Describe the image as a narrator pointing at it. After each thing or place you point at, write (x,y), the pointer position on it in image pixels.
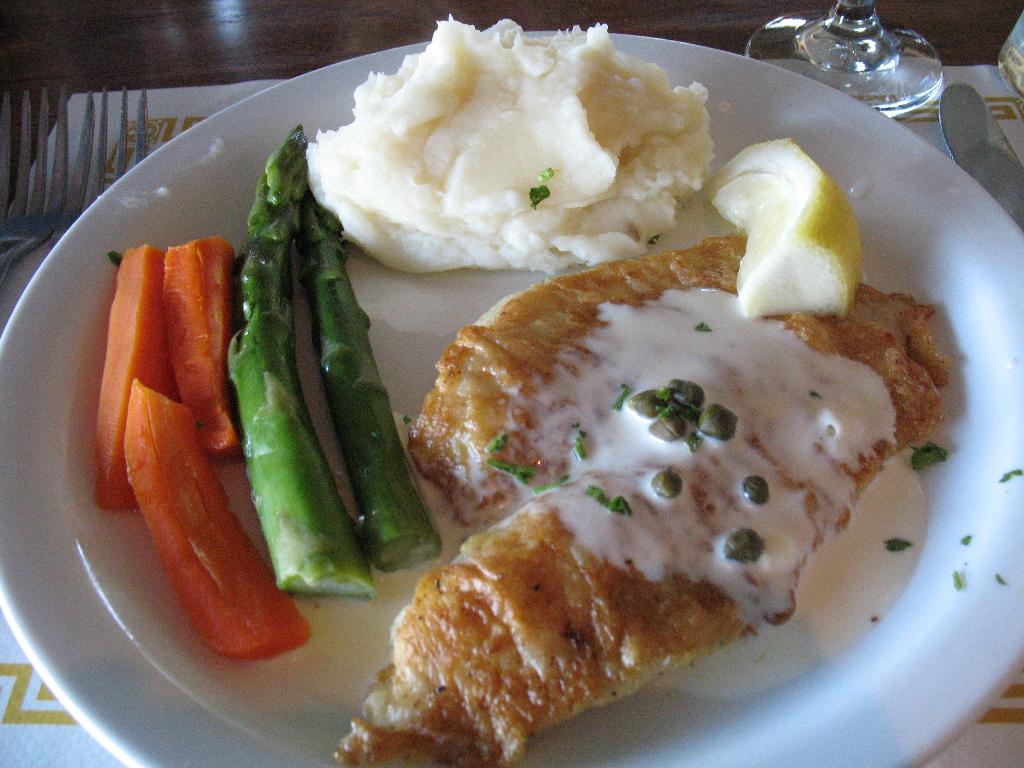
In this picture we can see some food (587,641) on the plate (817,686). This is fork (92,113) and this is table (250,38).
